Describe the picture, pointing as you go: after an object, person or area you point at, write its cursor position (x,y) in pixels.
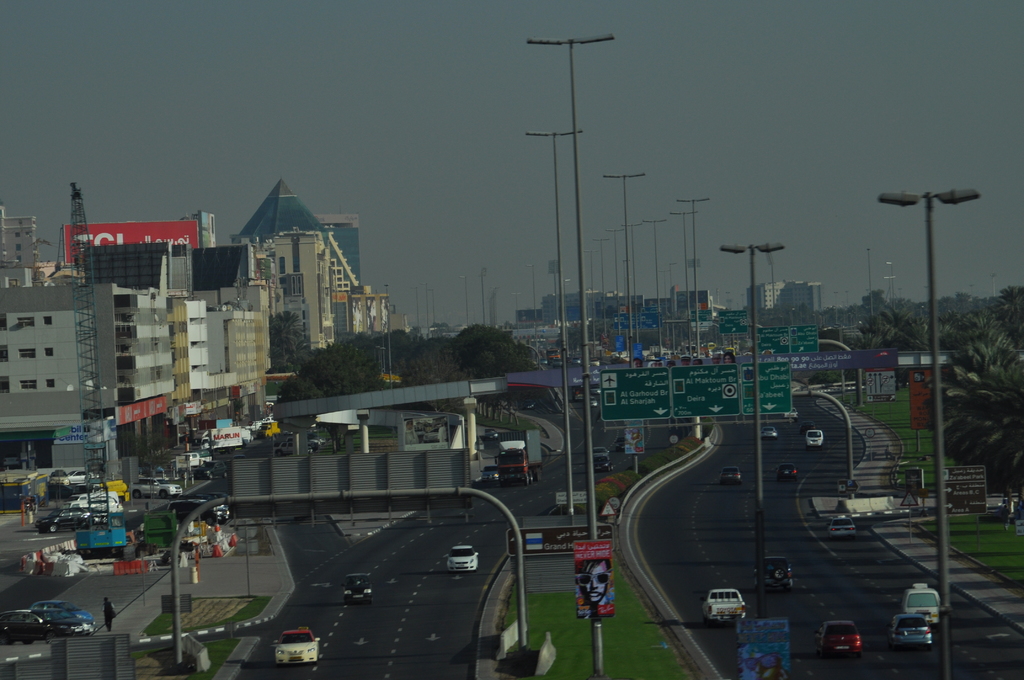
This is the aerial view of a city (570,562). in this we can see buildings (313,249), towers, motor vehicles (239,446), advertisements (131,235), sign boards (722,392), roads (396,606), trees (941,314), street poles (692,288), street lights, sky (717,206), persons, traffic cones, advertisement (603,551) and information boards (556,539).
